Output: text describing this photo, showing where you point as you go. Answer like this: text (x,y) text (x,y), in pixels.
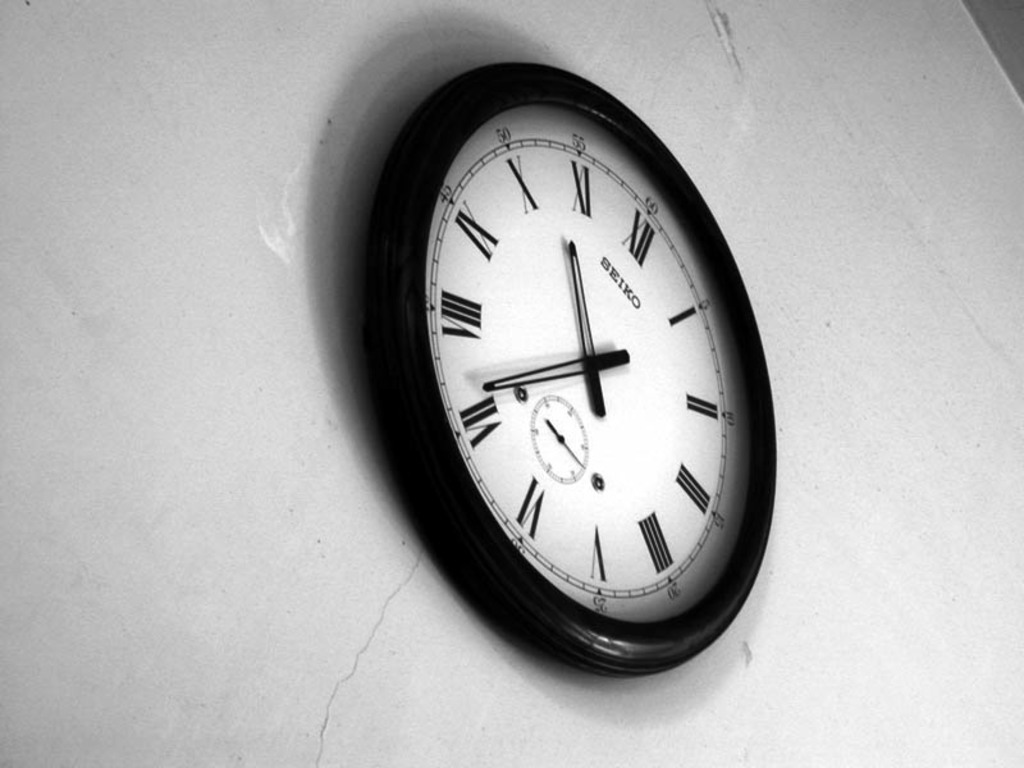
In this image we can see a clock (477,381) on the wall (770,23).
